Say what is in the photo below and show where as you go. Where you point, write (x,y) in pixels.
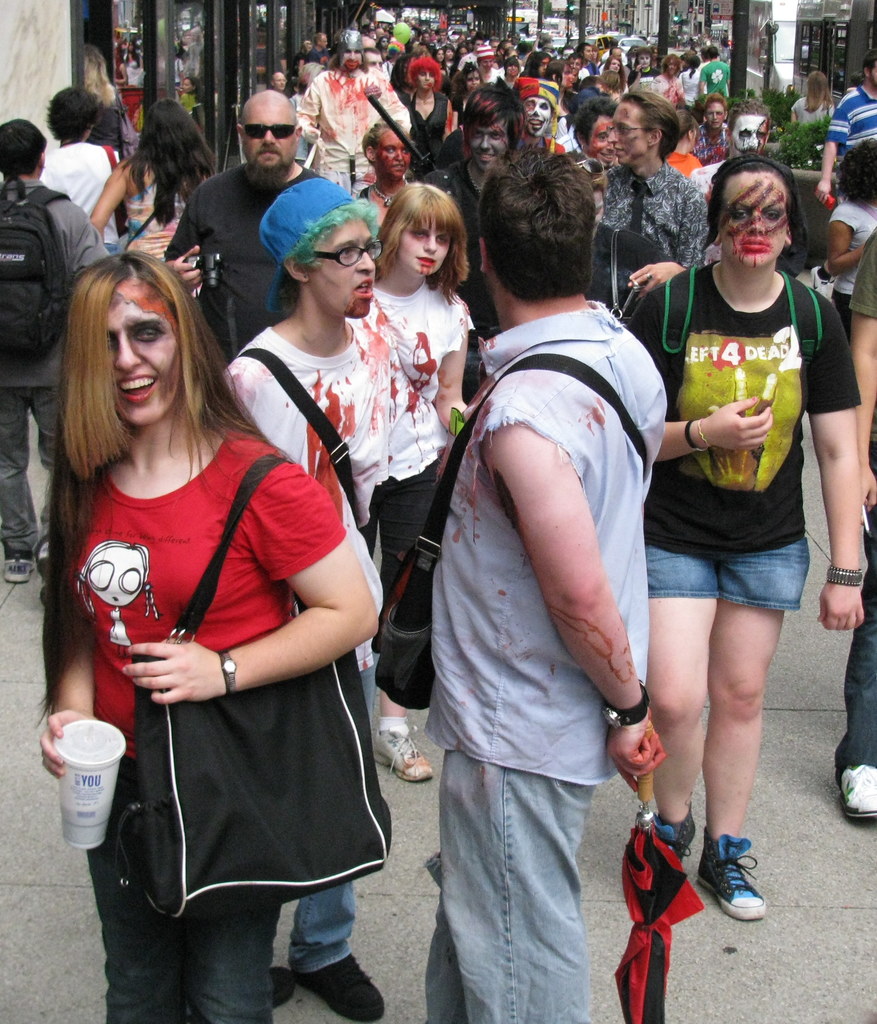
The picture is clicked outside a street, on street (789,628) we can see many people (397,232). On the left (145,54) we can see glass windows (142,56) and wall (53,77). On the right (741,38) we can see buildings (703,27) and pole (742,67).
